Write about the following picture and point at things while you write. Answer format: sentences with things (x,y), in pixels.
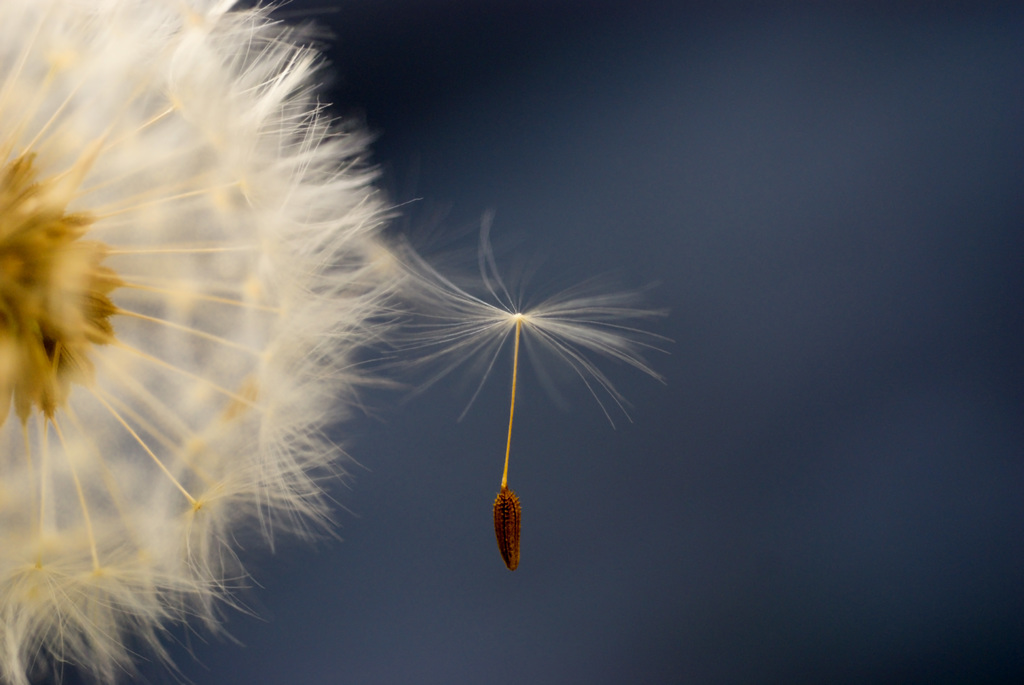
In this picture we can see a dandelion flower (371,328) in the front (516,378), there is a blurry background (547,406).
